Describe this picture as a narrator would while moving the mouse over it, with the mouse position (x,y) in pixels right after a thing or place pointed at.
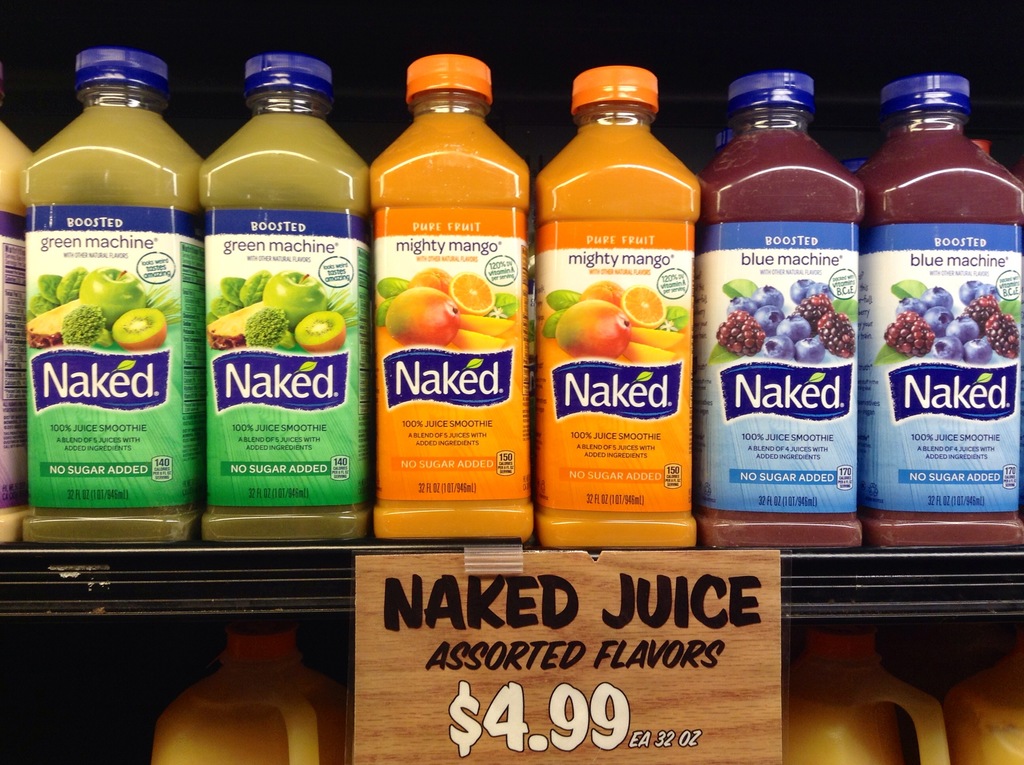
This is a picture of a shelf (25,599) in which there are some bottles (886,139) of orange, maroon and yellow color and under the juices (139,154) it is written on the board (447,574) naked juices flavors $4. 99.
